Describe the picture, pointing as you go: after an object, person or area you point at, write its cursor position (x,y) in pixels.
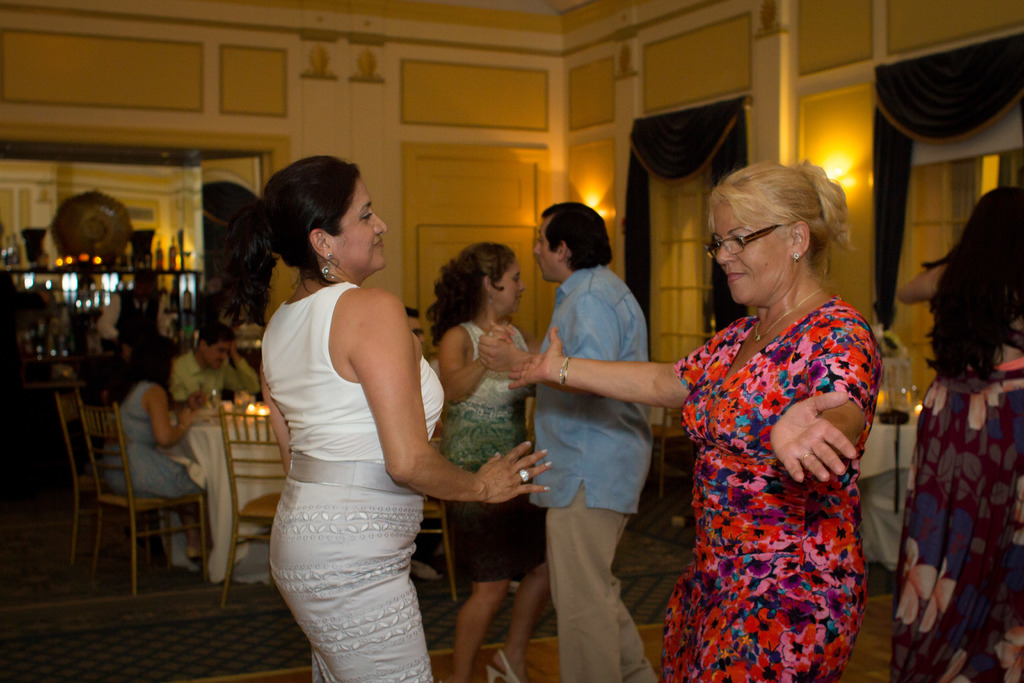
Few persons (352,365) are standing and few persons (175,392) are sitting on the chairs (277,494). We can see table (221,460) and chairs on the floor (273,597), on the table (208,470) there are objects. On the background (406,79) we can see wall (388,168), lights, curtains (643,200).
